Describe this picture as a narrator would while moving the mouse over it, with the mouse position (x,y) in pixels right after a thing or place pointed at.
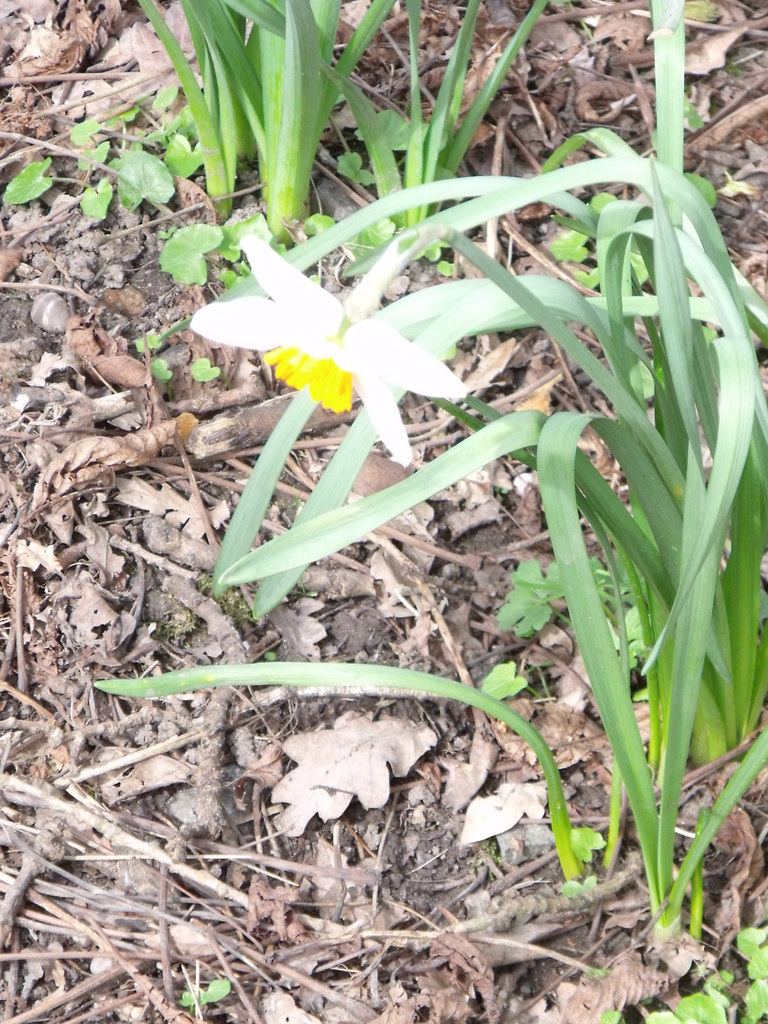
In this picture we can see plants (631,431) with a flower (314,355) and on the path (72,487) there are dry leaves (69,504) and stems (30,742).
